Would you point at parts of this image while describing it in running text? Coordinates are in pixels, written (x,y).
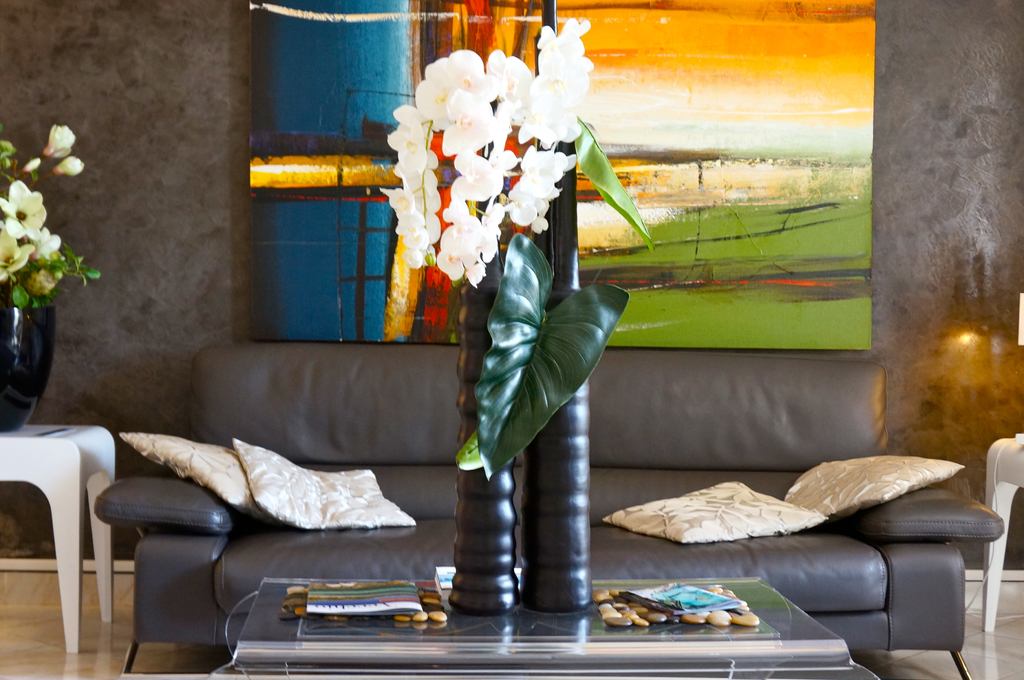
In this picture we can see couch (627,417), in front (395,643) we can see the table (382,650), on which we can see flower plant (499,303) and some books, side of the couch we can see a table (53,452), on which we can see flower pot (36,268) and frame (718,171) to the wall (934,104).
